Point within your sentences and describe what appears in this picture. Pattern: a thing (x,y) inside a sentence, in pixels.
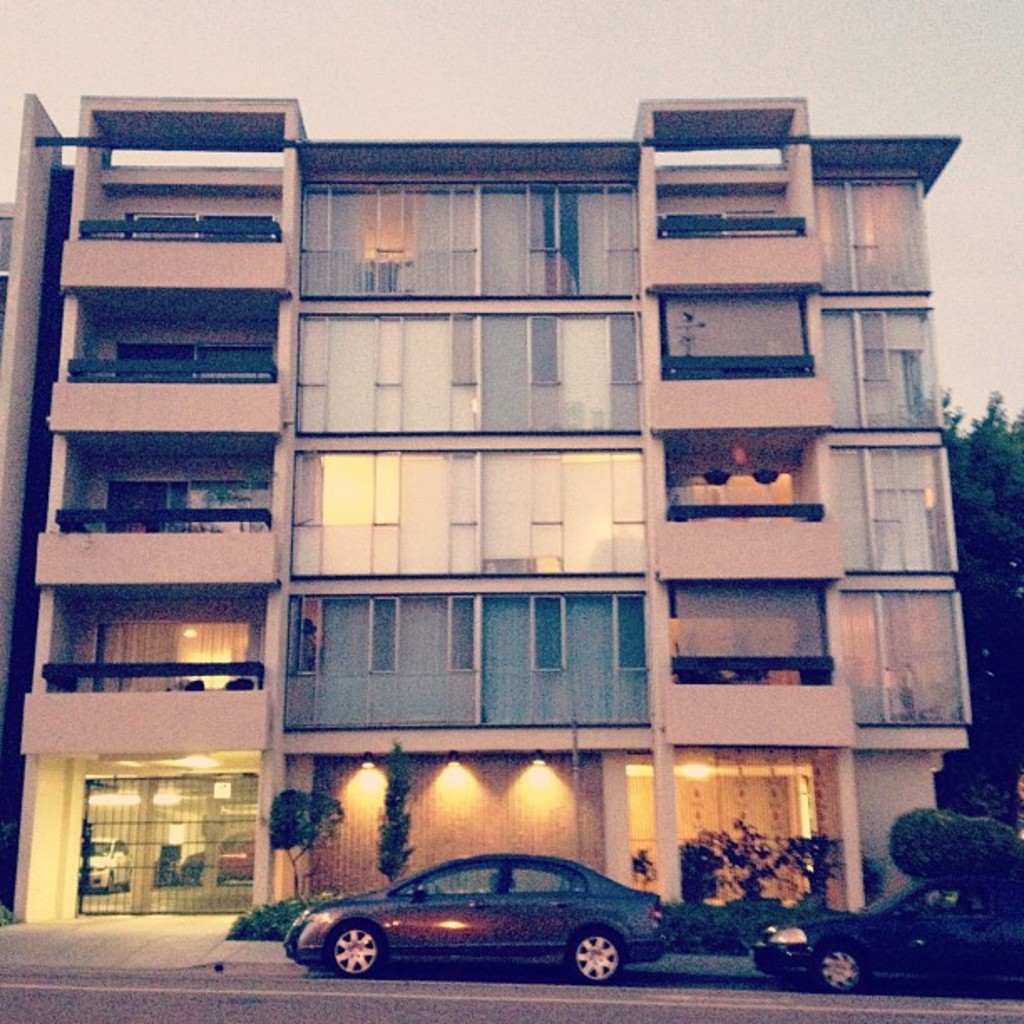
In this picture, there is a building (342,774) beside the road (189,971). On the road (180,1004), there are two cars (921,917) with different colors. Behind the cars (416,907), there are plants (773,853). On the top (577,77), there is a sky (737,65). Towards the right (980,539), there is a tree (990,649).
